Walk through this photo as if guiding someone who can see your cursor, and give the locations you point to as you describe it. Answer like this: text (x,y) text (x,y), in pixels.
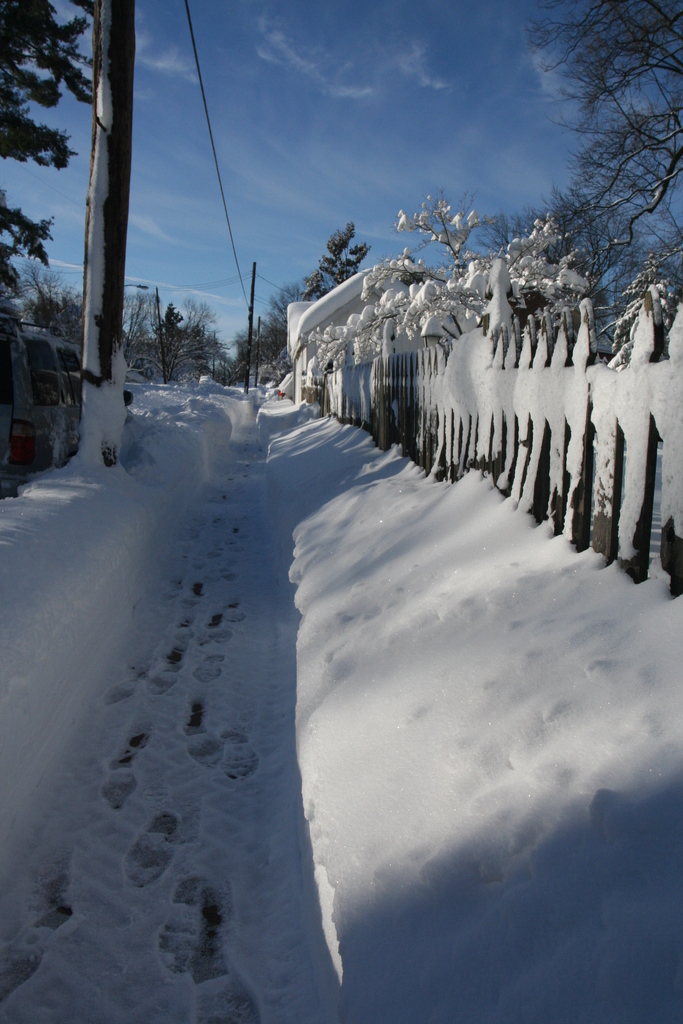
In this image, I can see the snow (139,528). This looks like a pole (112,386). I can see the trees (436,292) and the wooden fence (531,476), which is covered with the snow (311,497). On the left corner of the image (51,464), that looks like a vehicle (56,371). Here is the sky (302,79).
